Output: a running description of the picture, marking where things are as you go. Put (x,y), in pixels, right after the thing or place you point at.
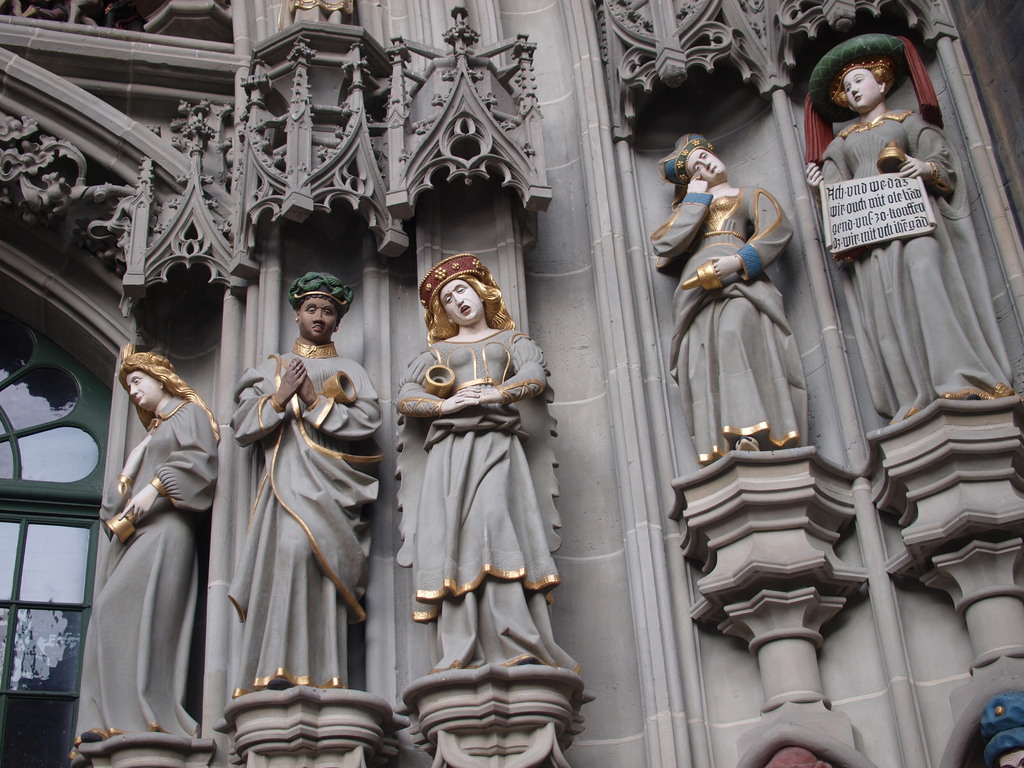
In this image there is a building (713,766) for that building (1018,670) there are sculptures (457,410) and carvings (883,220).
